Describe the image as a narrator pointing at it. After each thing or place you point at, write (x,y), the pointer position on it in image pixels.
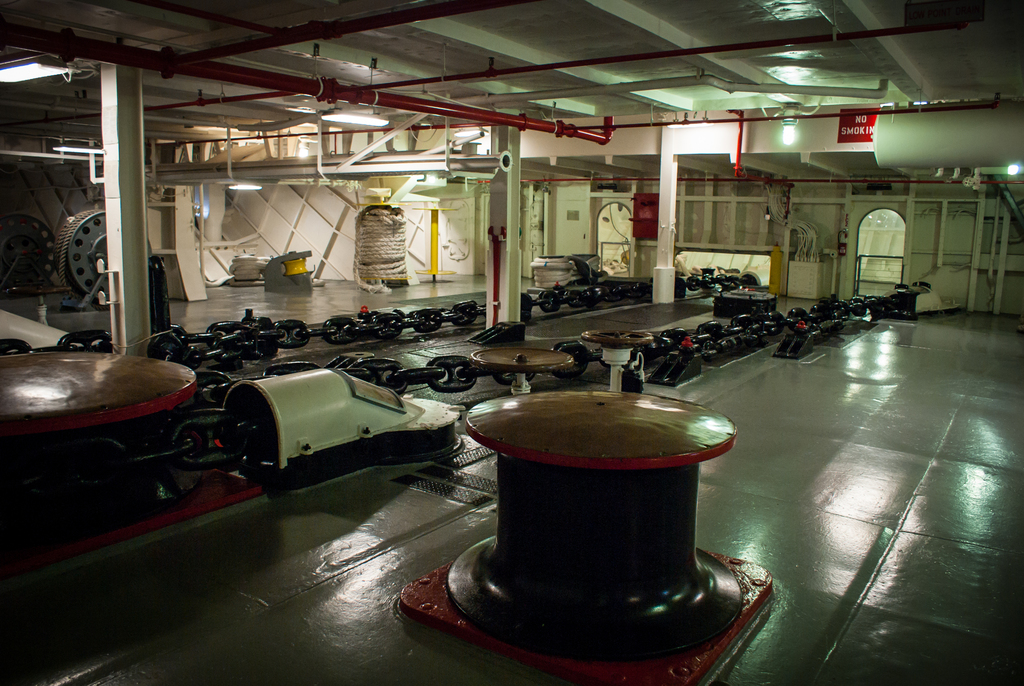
In this image we can see some chains (165,442), pole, pillars (141,331), rope (377,230) to a wheel (76,249), wall (334,240) on the floor (445,294). We can also see a roof (303,7) with pipes (476,119), board (873,131) and ceiling lights (709,123).
